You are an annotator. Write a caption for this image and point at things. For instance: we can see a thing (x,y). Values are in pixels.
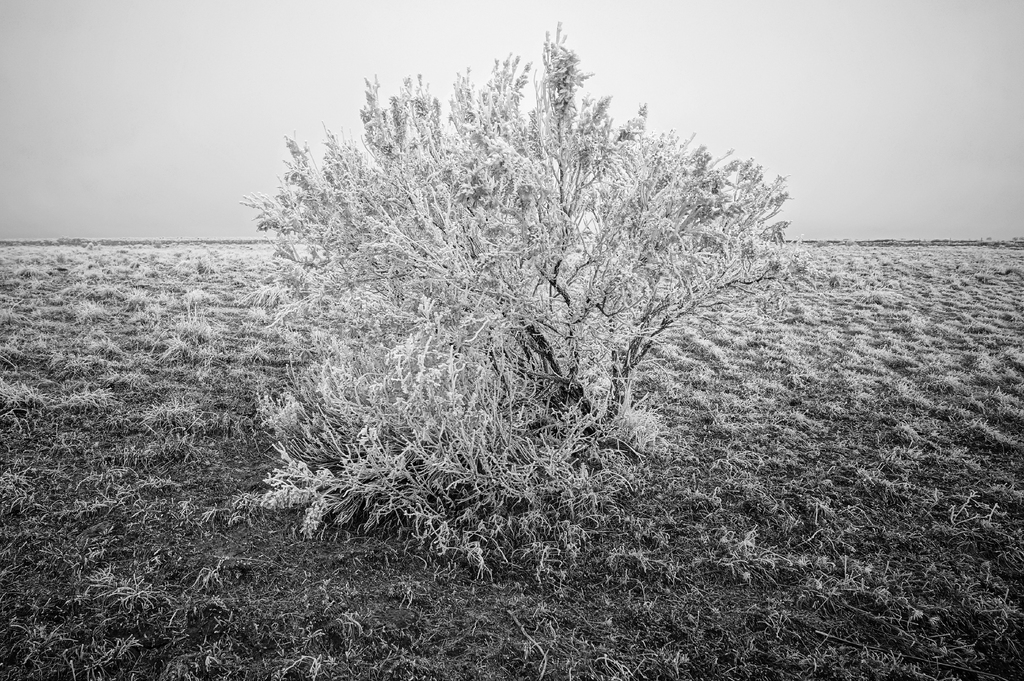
This image is a black and white image. This image is taken outdoors. At the top of the image (209,70) there is the sky (635,24). At the bottom of the image (167,601) there is ground (131,542) with grass (686,350) on it. In the middle of the image (452,393) there is a tree (519,401) with branches (526,346), stems (534,336) and leaves (490,321).
